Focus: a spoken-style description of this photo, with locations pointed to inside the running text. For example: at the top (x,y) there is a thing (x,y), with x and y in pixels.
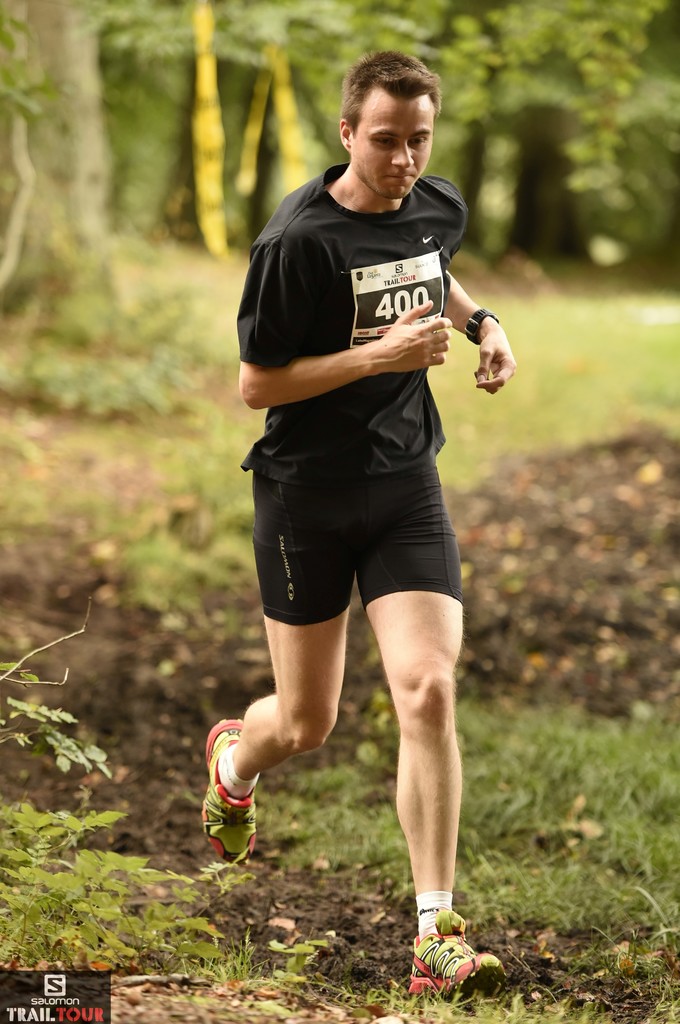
In the picture we can see a man (375,535) running on the path (190,822) with some mud (582,679) on it and he is wearing a black color T-shirt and a wrist watch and shoes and on the ground (75,603) we can see some grass (532,805) and behind him we can see some trees (660,140).
